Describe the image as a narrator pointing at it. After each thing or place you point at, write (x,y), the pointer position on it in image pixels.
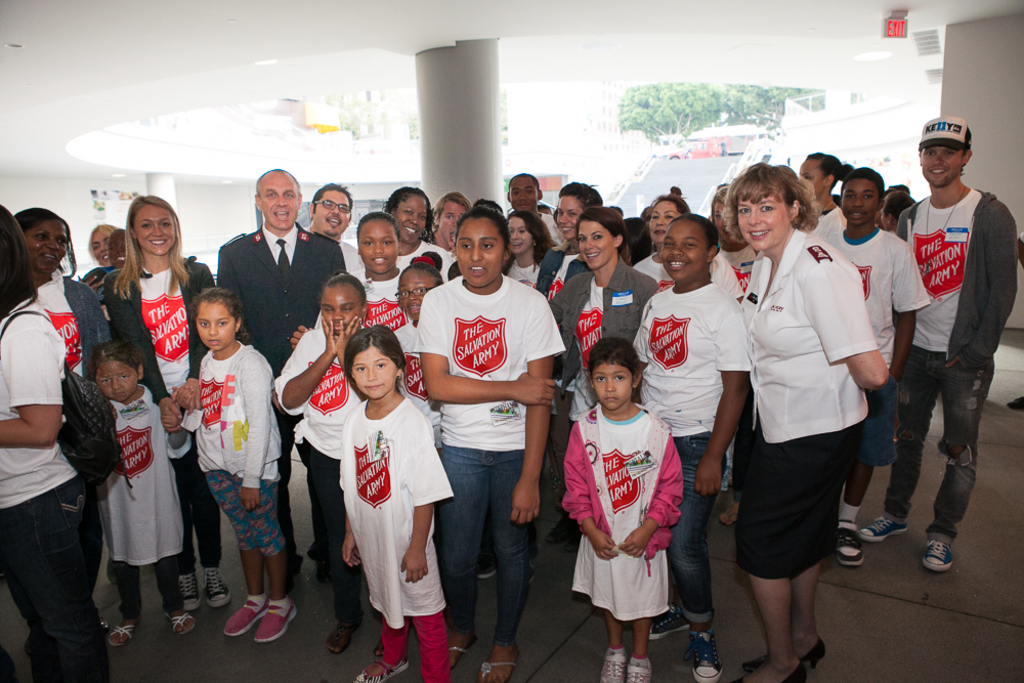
In this picture, we see the children (527,360), men (309,290) and the women (602,296) are standing. Behind them, we see a white pillar (462,121). On the right side (964,96), we see a white wall (1000,134). In the background (392,112), we see the trees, buildings (798,126) and a wall (126,184) on which the posters (123,197) are pasted.
